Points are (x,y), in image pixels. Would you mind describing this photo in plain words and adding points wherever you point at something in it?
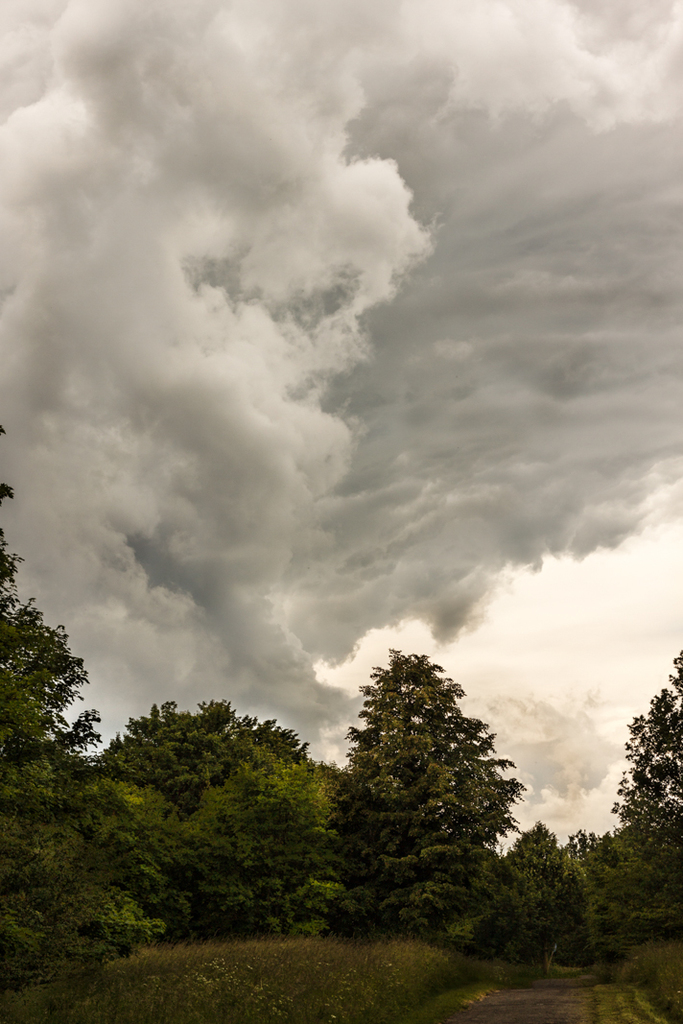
These are the trees (250,808) with branches (441,809) and leaves (583,869). I can see the grass (350,986). At the bottom of the image (548,986), I think this is the pathway (551,979). These are the clouds (461,507) in the sky (509,576).
